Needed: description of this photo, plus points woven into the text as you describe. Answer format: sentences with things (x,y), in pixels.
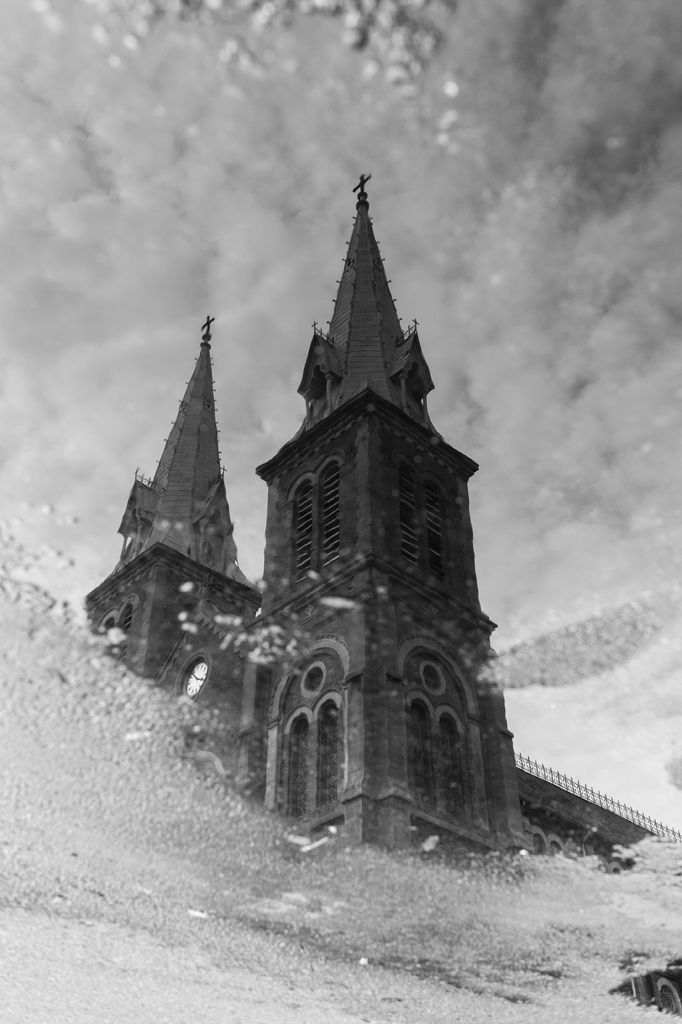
In this picture there is a building (437,688). At the top (361,132) there are clouds (373,73). In the foreground (14,938) it looks fog (430,935) on the mirror (544,945).
